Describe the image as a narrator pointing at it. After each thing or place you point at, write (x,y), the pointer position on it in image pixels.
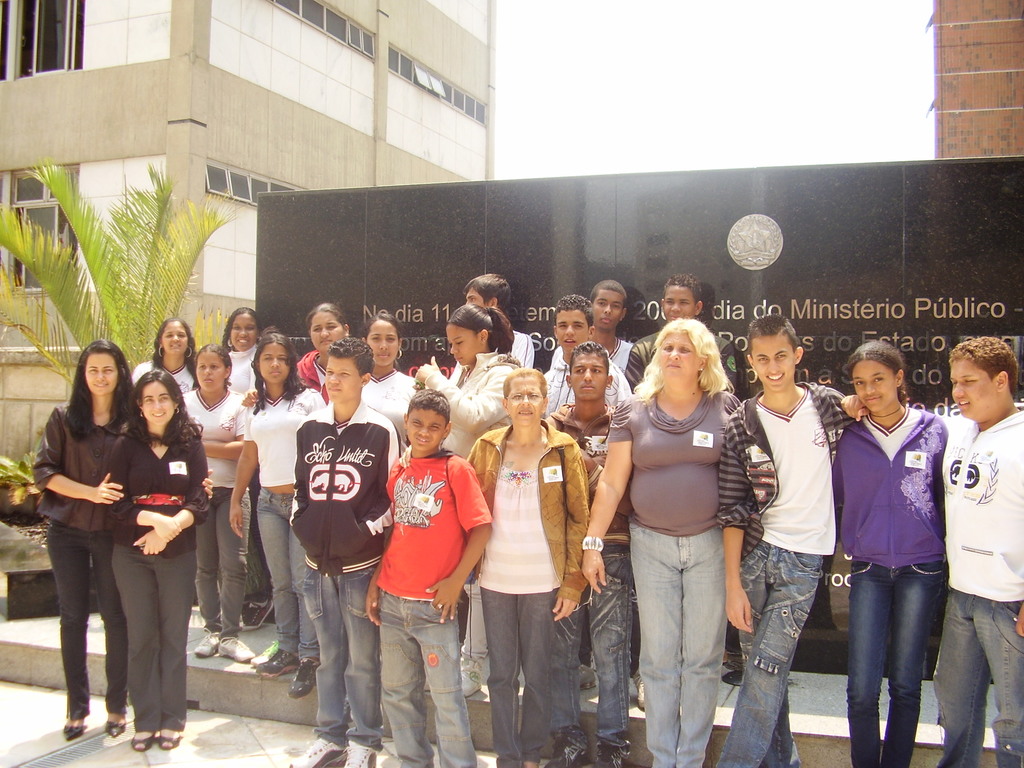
In front of the picture, we see many people (538,532) are standing. Behind them, we see a black wall (533,246) with some text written on it. On the left side (73,304), we see a tree (124,263). Behind that, we see a building (156,103) in white and grey color. It has the windows (8,17). In the right top of the picture (981,94), we see a building (971,96) or a wall (971,84) in brown color. At the top of the picture (696,113), we see the sky (693,83).
